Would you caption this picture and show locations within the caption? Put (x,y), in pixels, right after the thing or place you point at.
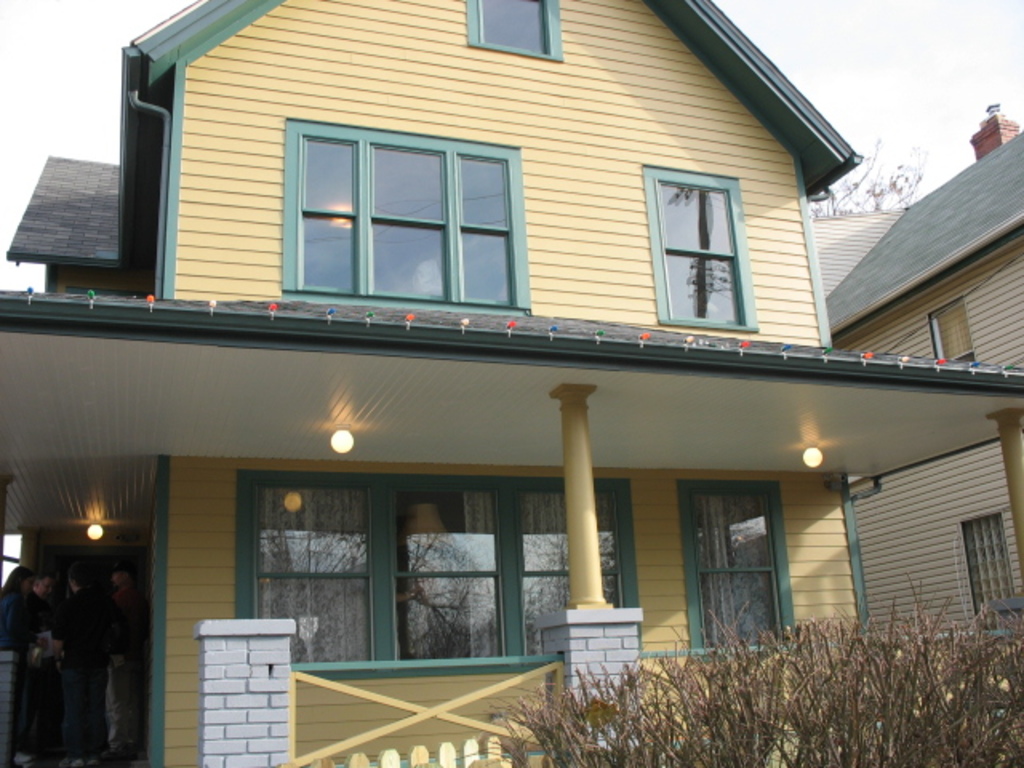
In this picture I can see houses (434,304) with windows (706,497), there are plants (1023,766), lights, fence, there are group of people (115,734) standing, there is a tree (869,154), and in the background (844,62) there is sky (44,26).
